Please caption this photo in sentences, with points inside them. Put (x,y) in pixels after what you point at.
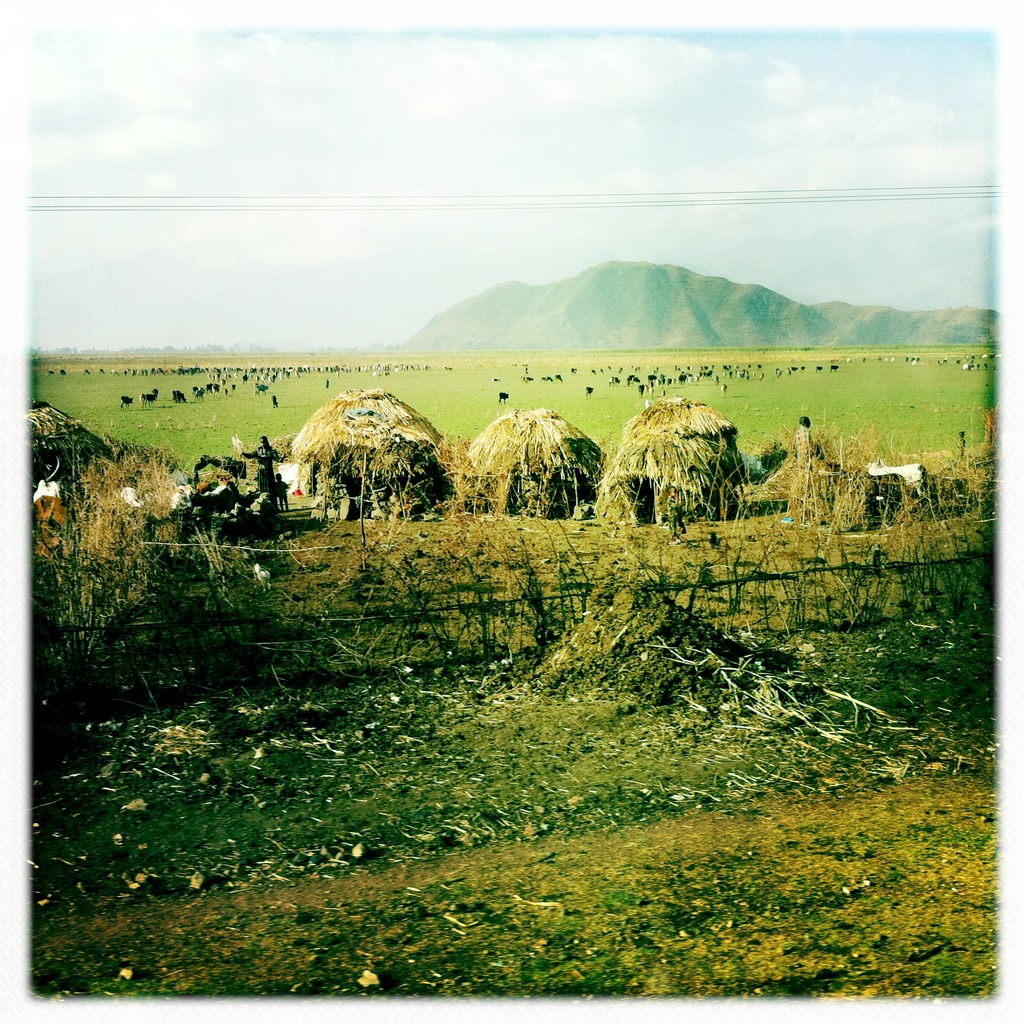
In this image we can see some grass (347,639), plants (178,584), people (261,452), fence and mountains (648,327), also we can see some animals (178,401) on the ground (346,355) and in the background (500,221) we can see the sky (382,192) with clouds (369,154).
